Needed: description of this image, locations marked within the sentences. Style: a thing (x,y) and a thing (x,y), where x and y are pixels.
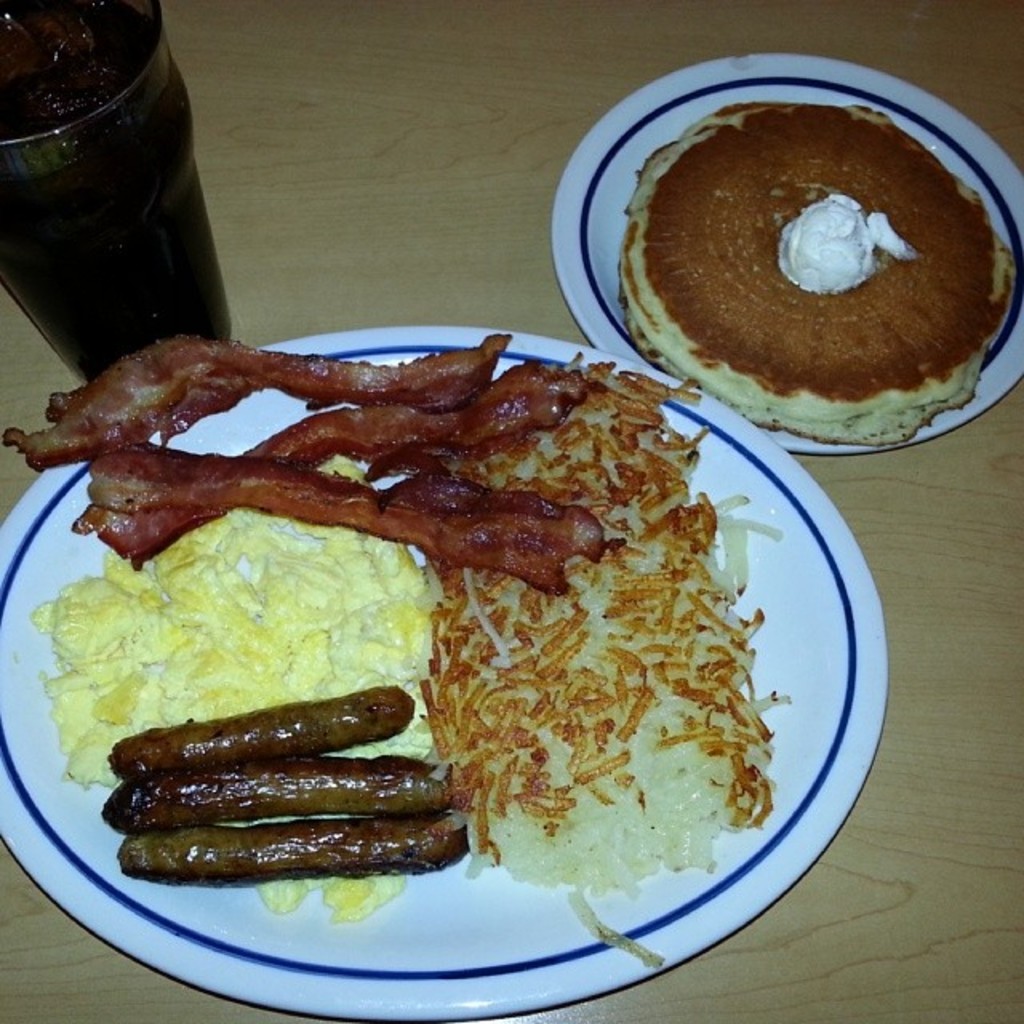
In this image, we can see some food items (475,531) in plates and a glass (210,290) with some liquid (170,82) are placed on an object (317,76).
